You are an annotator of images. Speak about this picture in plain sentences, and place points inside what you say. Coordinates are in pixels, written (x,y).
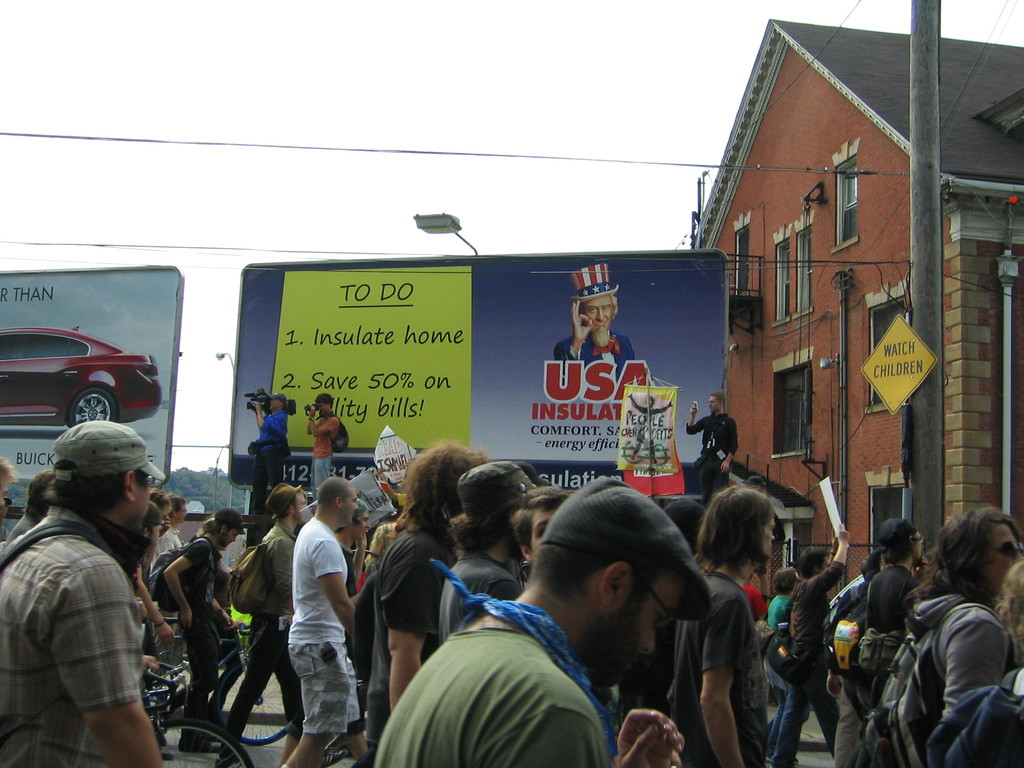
To the bottom of the image (252,638) there are few people (202,652) on the road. And also there are few people (206,676) with the bicycles (223,683). Behind them there are two posters (334,366). In front of the poster (295,432) there are two men (265,449) with video camera (265,404) is standing. And above the poster (349,454) there is a light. To the right corner of the image (906,174) there is a pole (938,28) with board (921,354) and building (883,193) with wall (815,143), window (810,277), roof (950,70) and pipes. And to the top of the image (515,58) there is a sky (279,110) and also there are wires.
